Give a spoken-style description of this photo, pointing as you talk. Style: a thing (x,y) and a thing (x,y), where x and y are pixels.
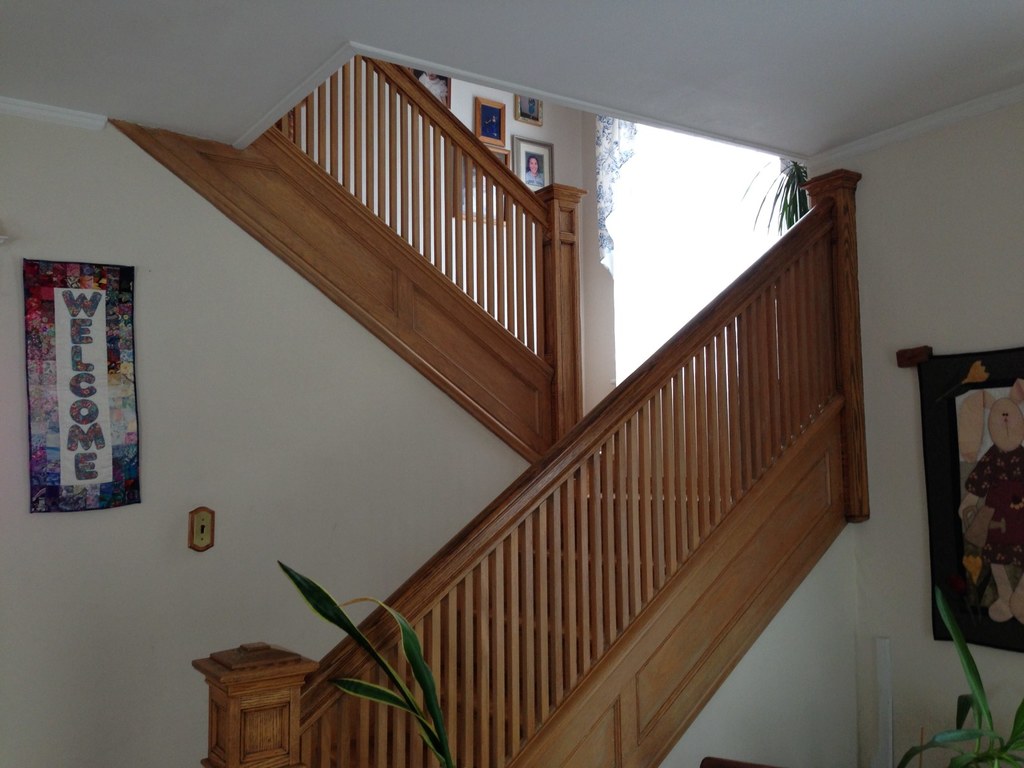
In this picture we can see plants (961,723), staircases (680,718), frames (450,100) and posters (45,340) on the walls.
